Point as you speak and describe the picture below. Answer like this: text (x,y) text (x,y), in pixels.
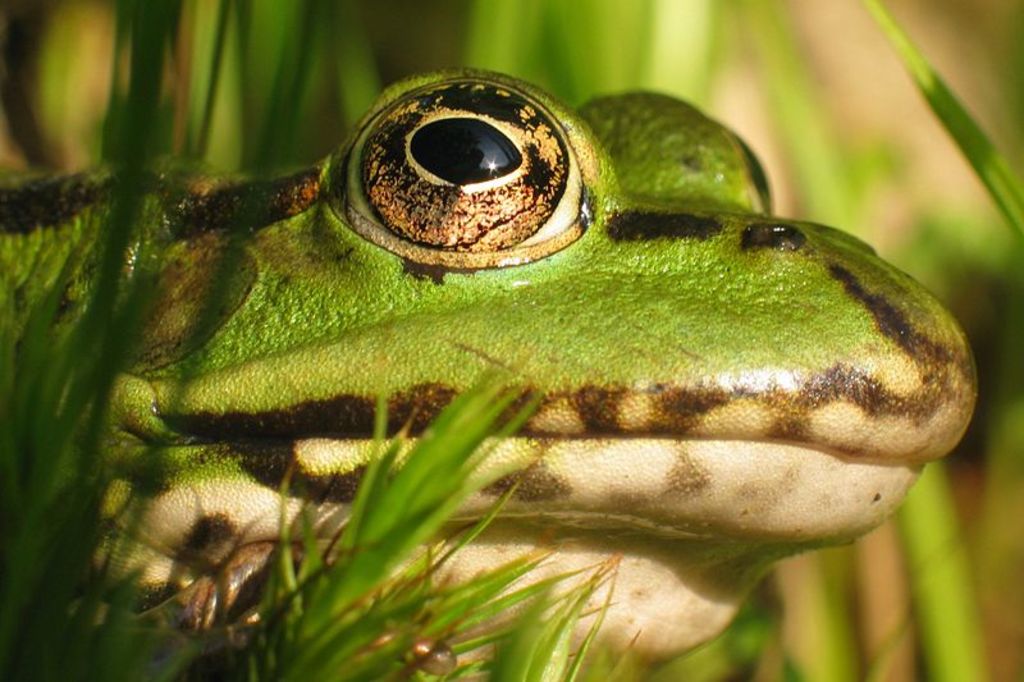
In the foreground of this image (171,406), there is a frog (510,559) and the grass (378,622).
